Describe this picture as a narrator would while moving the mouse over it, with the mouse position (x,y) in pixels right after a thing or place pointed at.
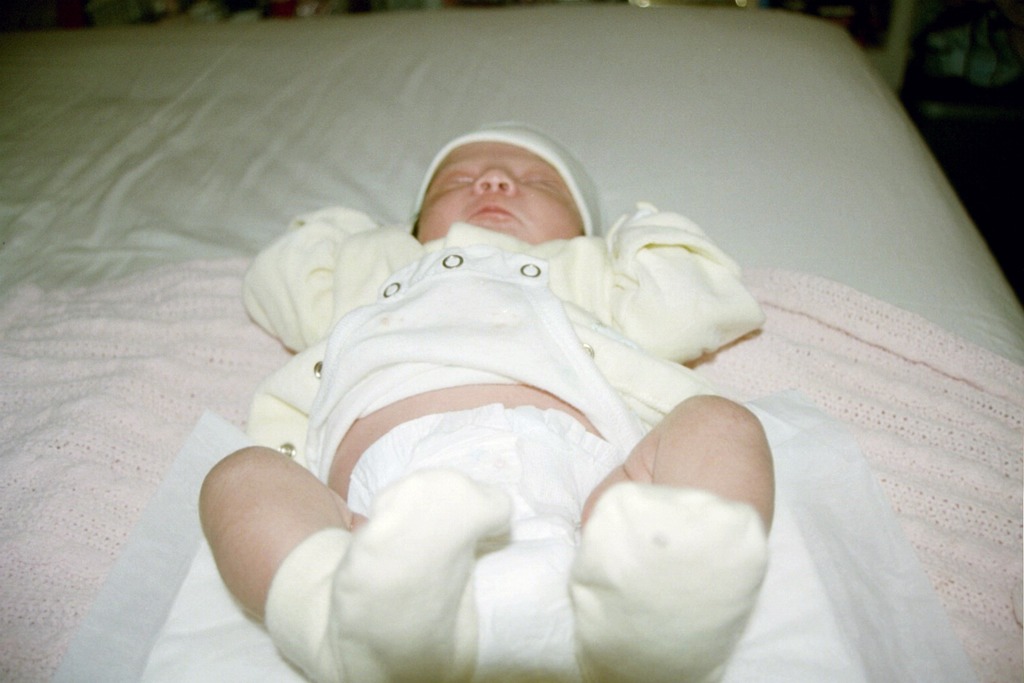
In this image I see a baby (691,266) and the baby (357,657) is on the bed (273,101) and I see the pink color cloth (207,354) on the bed (41,240) and I see that the baby (469,172) is wearing a cap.
